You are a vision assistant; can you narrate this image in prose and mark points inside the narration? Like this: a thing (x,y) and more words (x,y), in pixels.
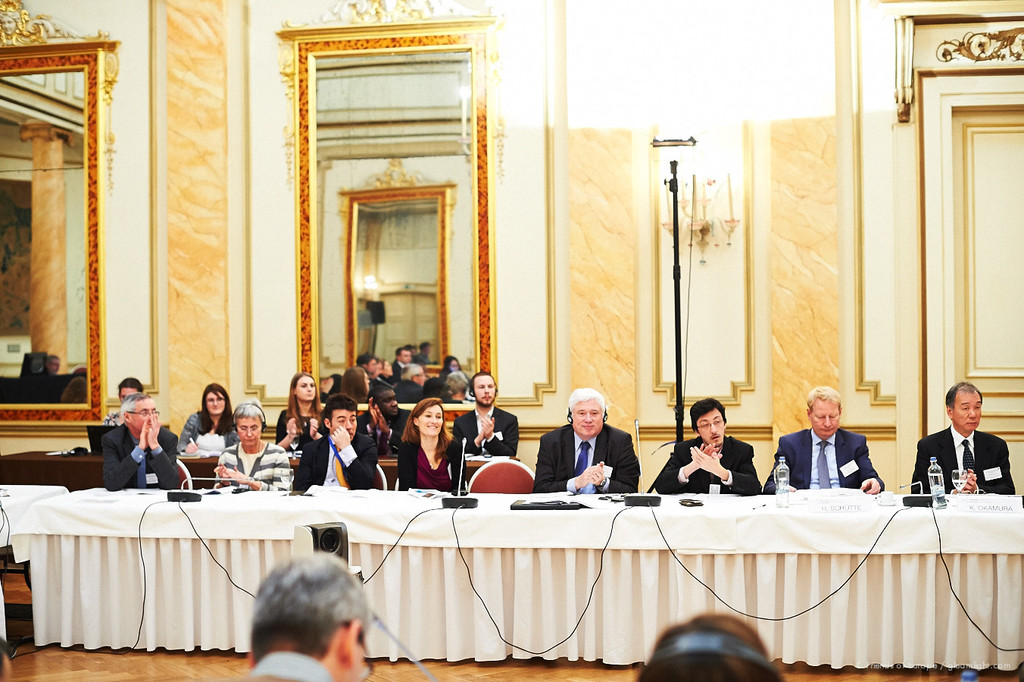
As we can see in the image there are few people (492,406) sitting over here and there is a table (523,574). White color cloth (560,578) on table (559,541) and there is a yellow color wall (583,215) and mirror (390,241).
